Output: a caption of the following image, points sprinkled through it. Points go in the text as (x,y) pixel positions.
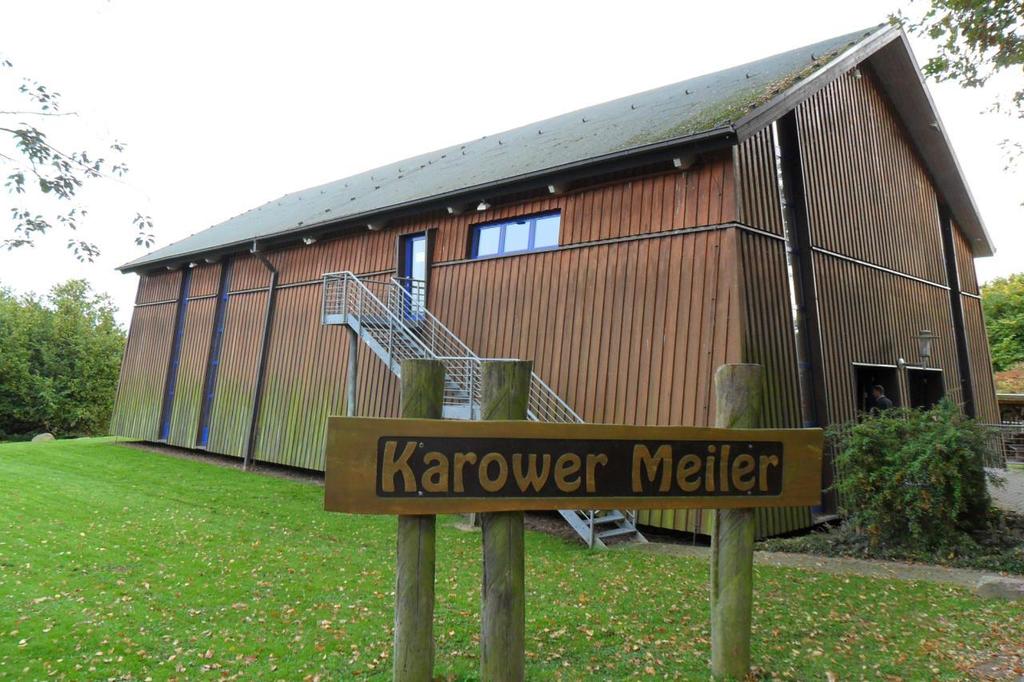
In this picture I can see a shed (774,522). There are staircase holders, stairs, board (642,459) with poles (527,406), plants (842,434). I can see a person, and in the background (510,39) there are trees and the sky (21,93).
